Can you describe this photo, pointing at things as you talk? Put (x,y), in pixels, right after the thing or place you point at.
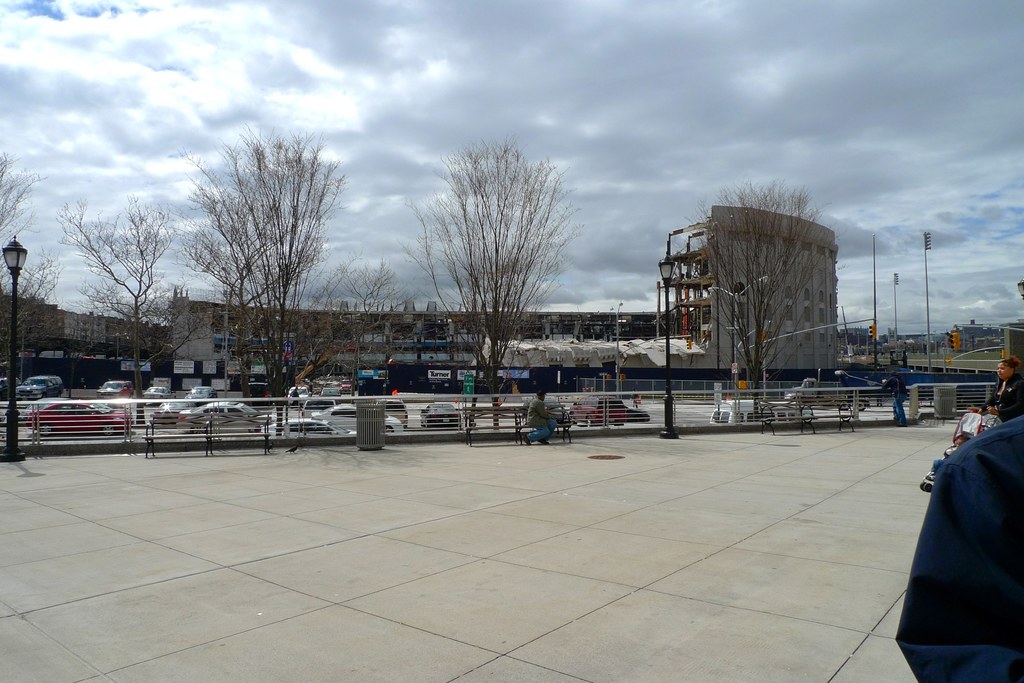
In this image, there are a few people (999,566) and vehicles (744,408). We can see the ground (325,628) with some objects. There are a few trees (157,354). We can see some poles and benches (771,405). We can see the fence (525,416). There are a few buildings (437,330) and boards (434,377) with text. We can also see the sky (551,62) with clouds (698,59).
